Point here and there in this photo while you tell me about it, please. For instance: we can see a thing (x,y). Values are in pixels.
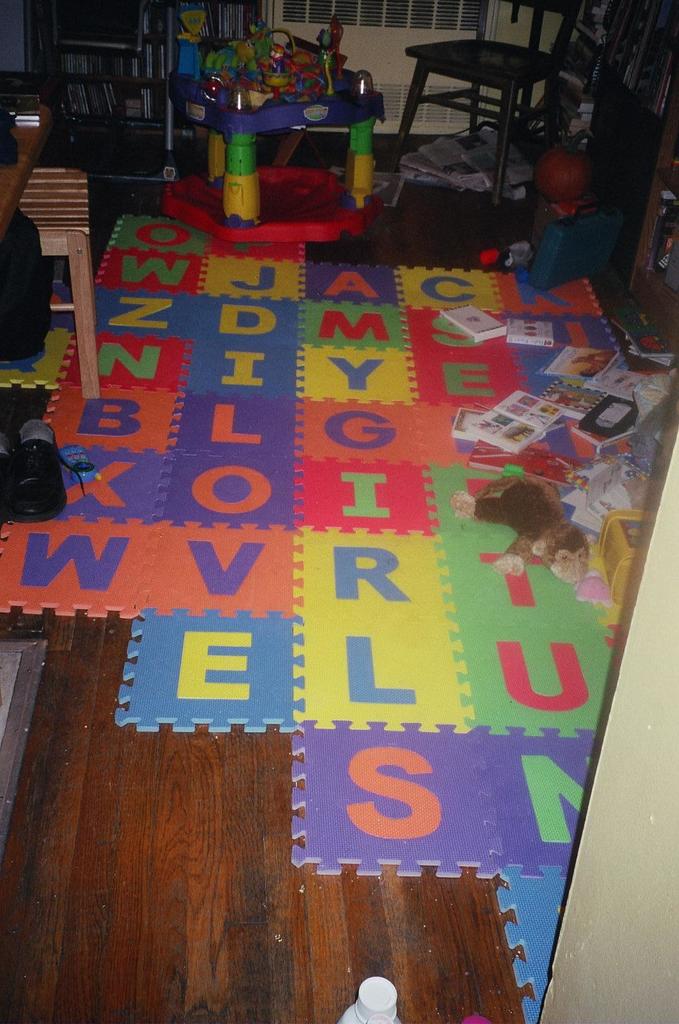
In this image, we can see a chair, stool (63,205), some papers (408,156), books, racks (160,35), toys (334,190), puzzle pieces (396,437) and some other objects (587,263). At the bottom (127,868), there is a floor (142,868).
